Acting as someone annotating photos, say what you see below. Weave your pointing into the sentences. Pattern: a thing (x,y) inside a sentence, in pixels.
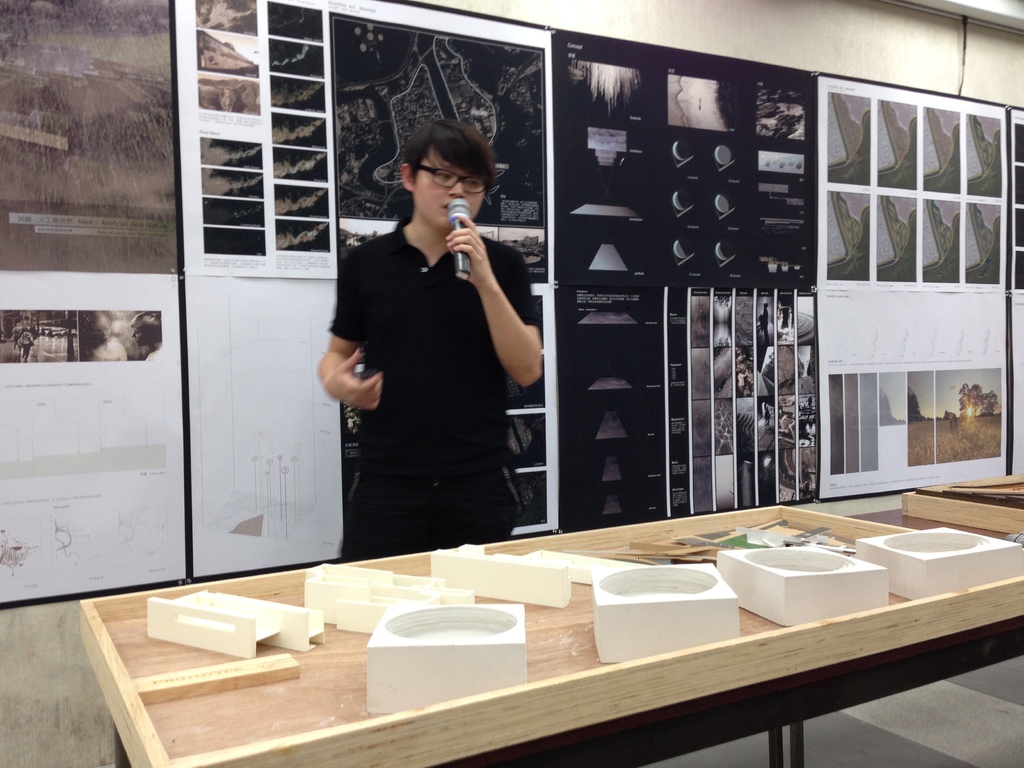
In this picture there is a black shirt guy (491,457) talking with a mic (458,258) in his hand (463,239) and in the background (267,315) we observe a few posters (95,243) attached to the wall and in front of him there is a brown table (530,627) on which sculptures (597,613) are there.
